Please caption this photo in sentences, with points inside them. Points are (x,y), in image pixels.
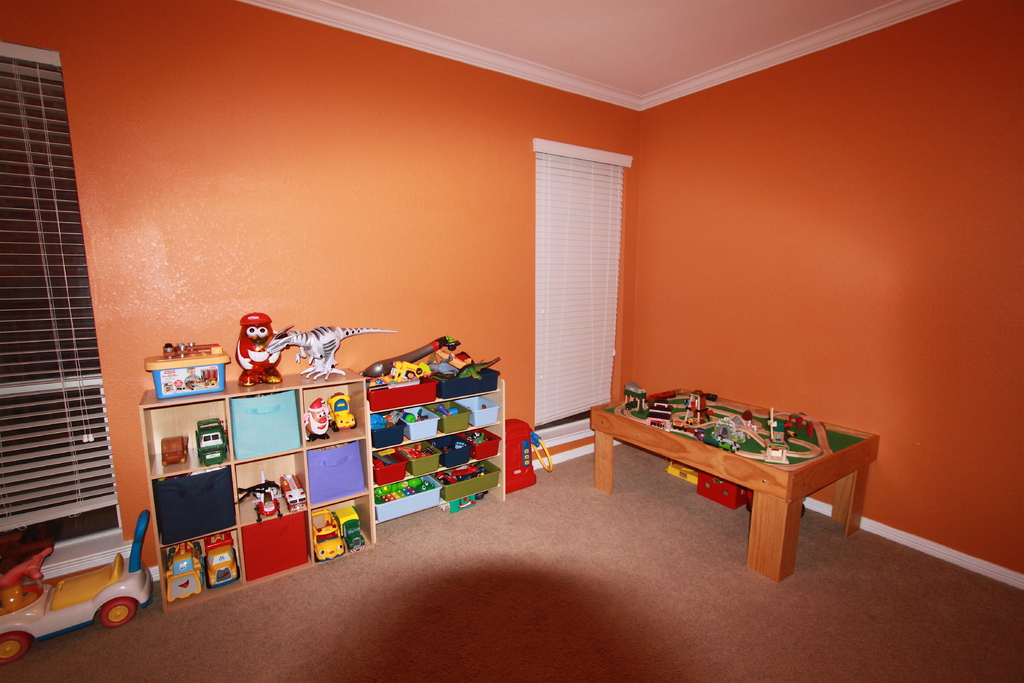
In this image it seems like there are toys (217,430) which are kept in shelves (322,441) and a table (697,445) beside it, on which there are railway track toys (736,407) and playing toys (748,414) on it. At the background (649,303) there is a wall (169,224) and the curtain (567,269). At the bottom (111,626) there is a toy car (61,604).
